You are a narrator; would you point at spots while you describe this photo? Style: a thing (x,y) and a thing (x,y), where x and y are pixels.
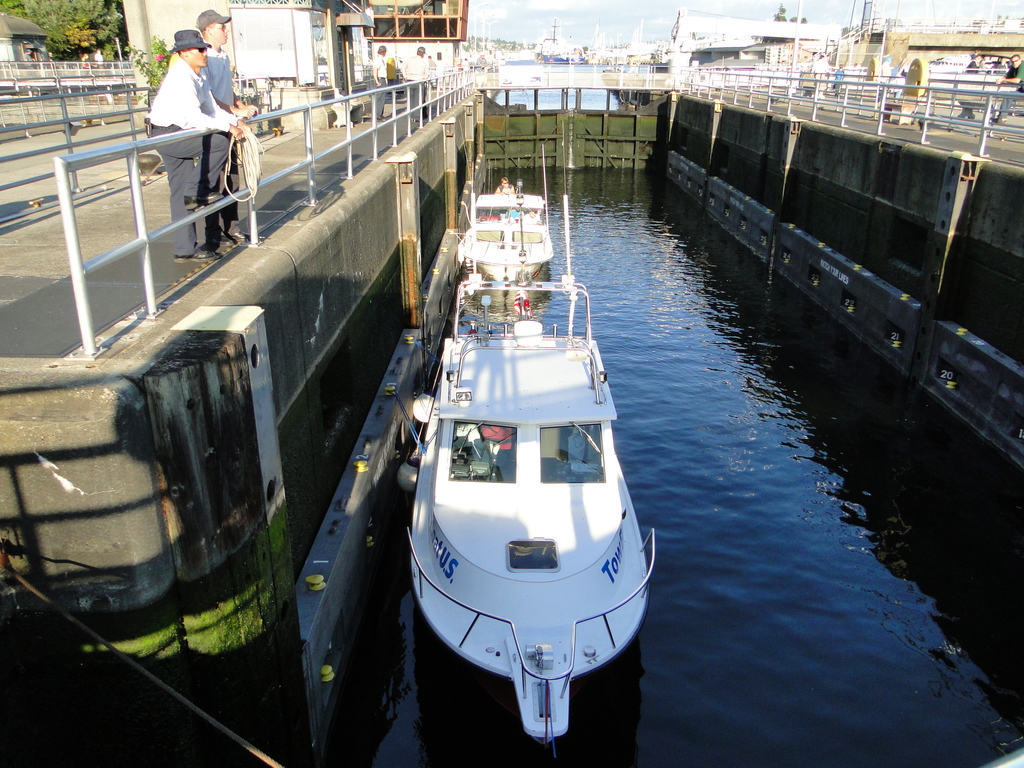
In this picture I can observe two white color boats (523,414) floating on the water (713,465). On the left side (189,80) I can observe two members (187,116) standing behind the railing (250,121). One of them is wearing a hat (198,40) and the other is wearing a cap (214,22). In the background (610,39) there is a sky (587,8). I can observe gates (528,115) behind the boats (537,365).
